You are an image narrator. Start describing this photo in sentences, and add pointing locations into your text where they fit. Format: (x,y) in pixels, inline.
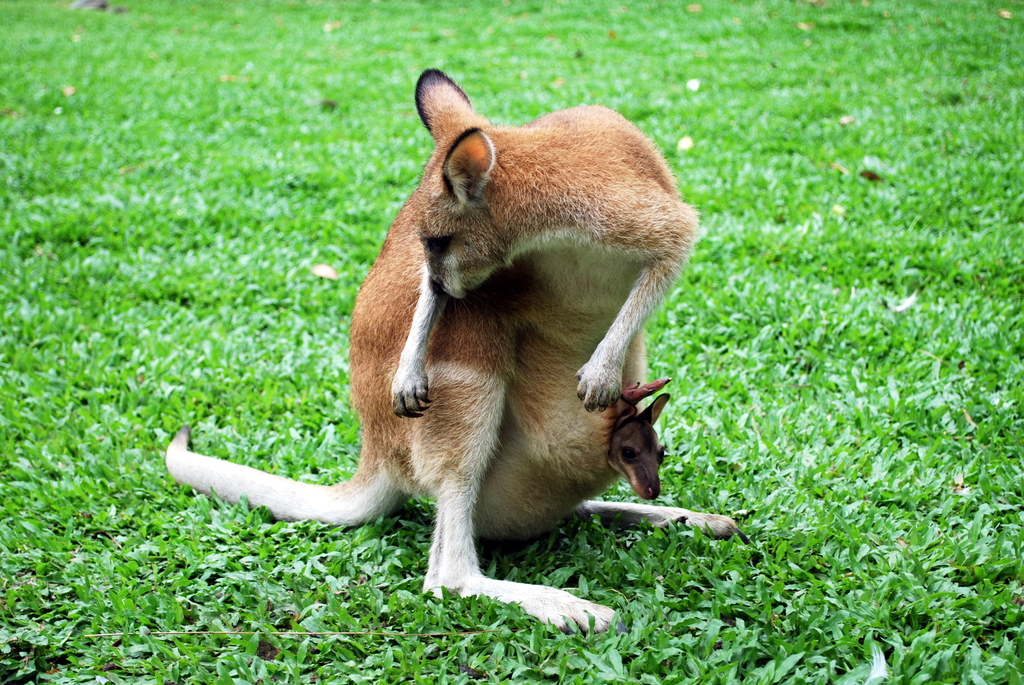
In this image we can see a kangaroo (524,252) on the grassland (805,277) and we can see a baby Kangaroo (659,463) in the kangaroo pouch (510,490).
